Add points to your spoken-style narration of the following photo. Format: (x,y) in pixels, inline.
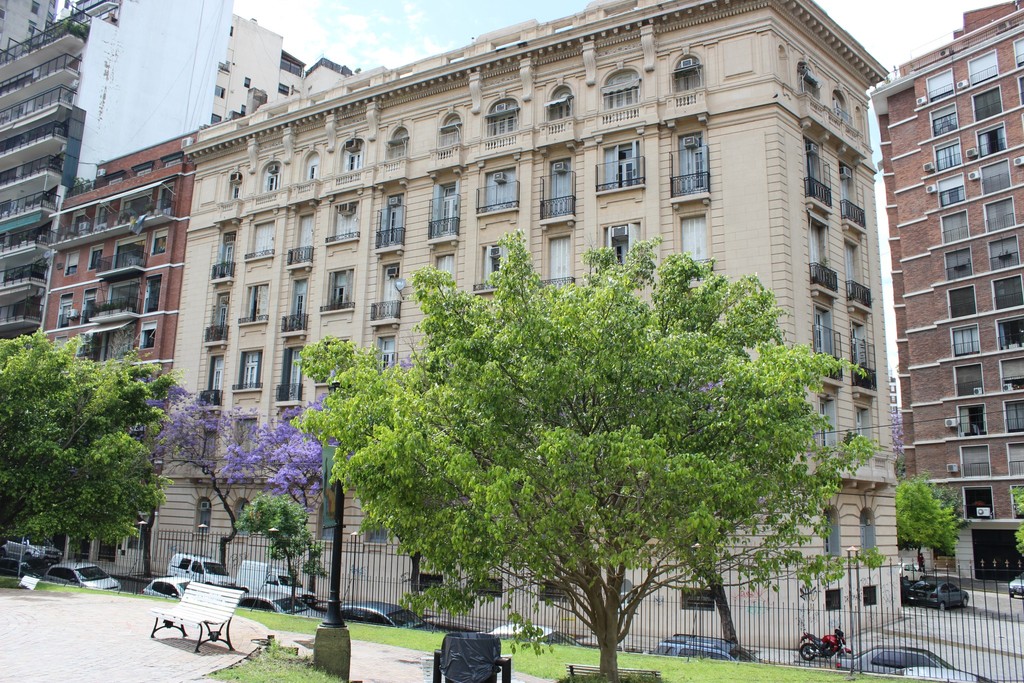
In this picture in the front (542,565) there is a pole (335,553), there are cars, there is a tree (623,561) and there is grass (402,644) on the ground (402,644). In the background (324,295) there are buildings (33,154), in front of the buildings (289,401) there are cars (888,668) on the road (973,659) and the sky (343,30) is cloudy.
